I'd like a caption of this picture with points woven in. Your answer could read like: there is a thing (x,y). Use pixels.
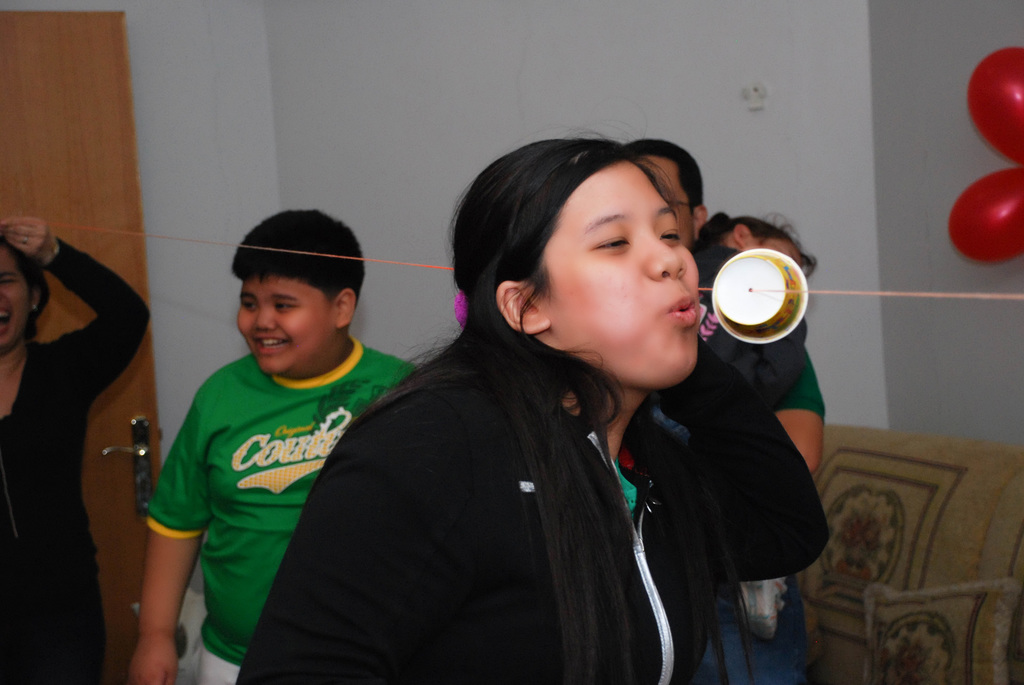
There are people (750,460) and we can see cup (773,297) with wire (876,292) and pillows (1005,649). In the background (361,96) we can see wall (190,107), door (62,111) and red balloons (953,241).
